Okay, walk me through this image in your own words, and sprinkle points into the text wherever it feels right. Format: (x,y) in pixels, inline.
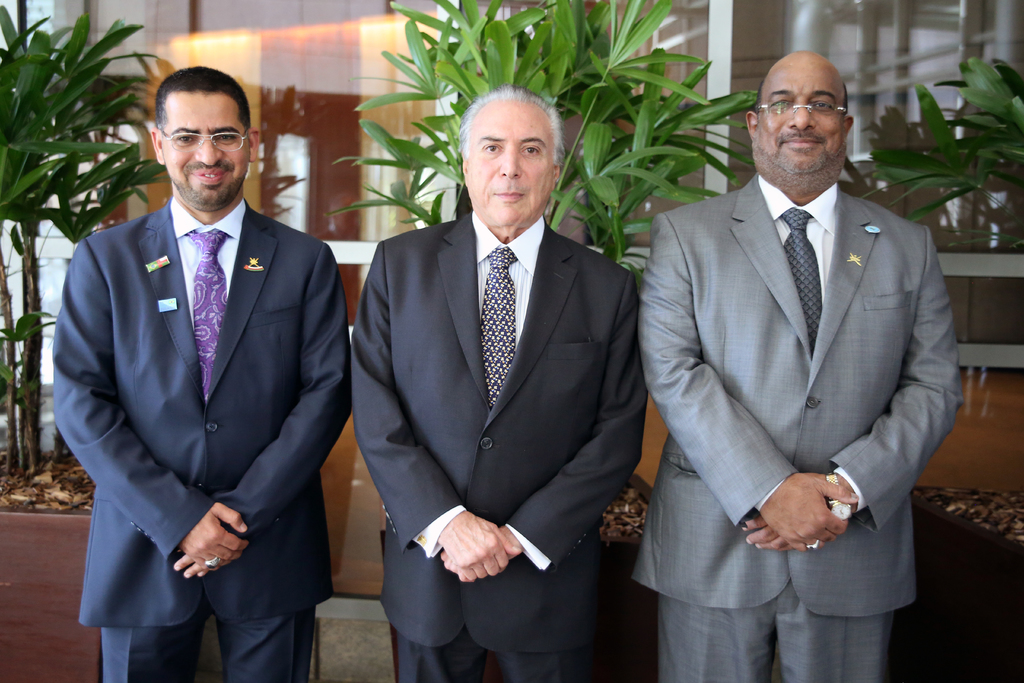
In this image we can see three people (734,460) standing and at the back (1008,110) we can see some plants (532,53).
